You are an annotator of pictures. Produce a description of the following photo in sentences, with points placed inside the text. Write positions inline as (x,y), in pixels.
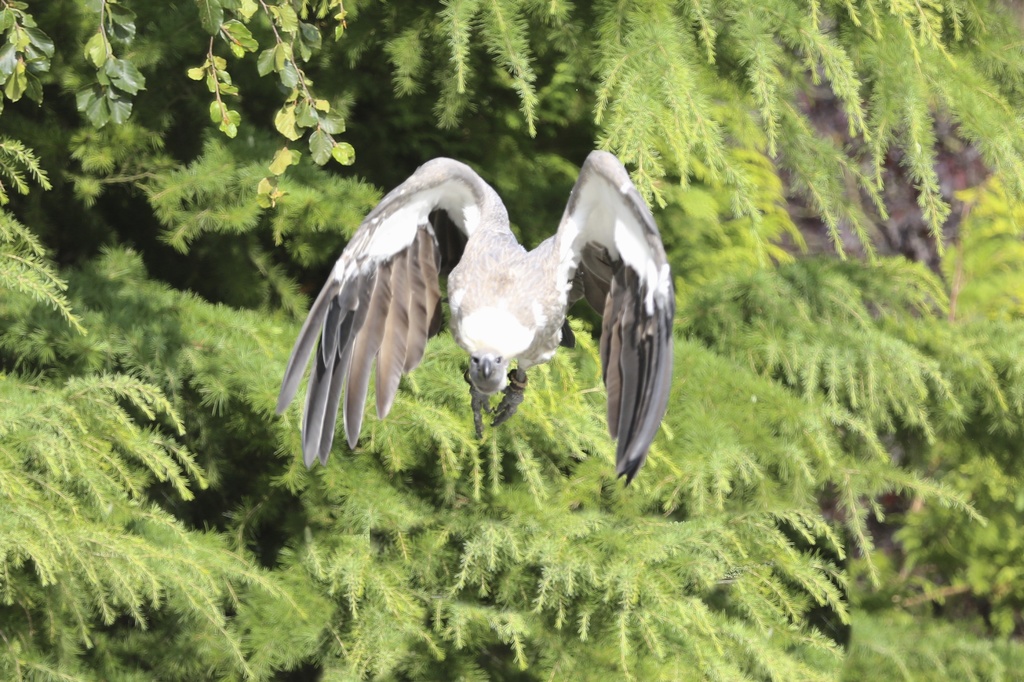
In this picture, there is a bird (372,326) in the center (383,342) which is in grey and white in color. In the background (428,418), there are trees (451,454).
